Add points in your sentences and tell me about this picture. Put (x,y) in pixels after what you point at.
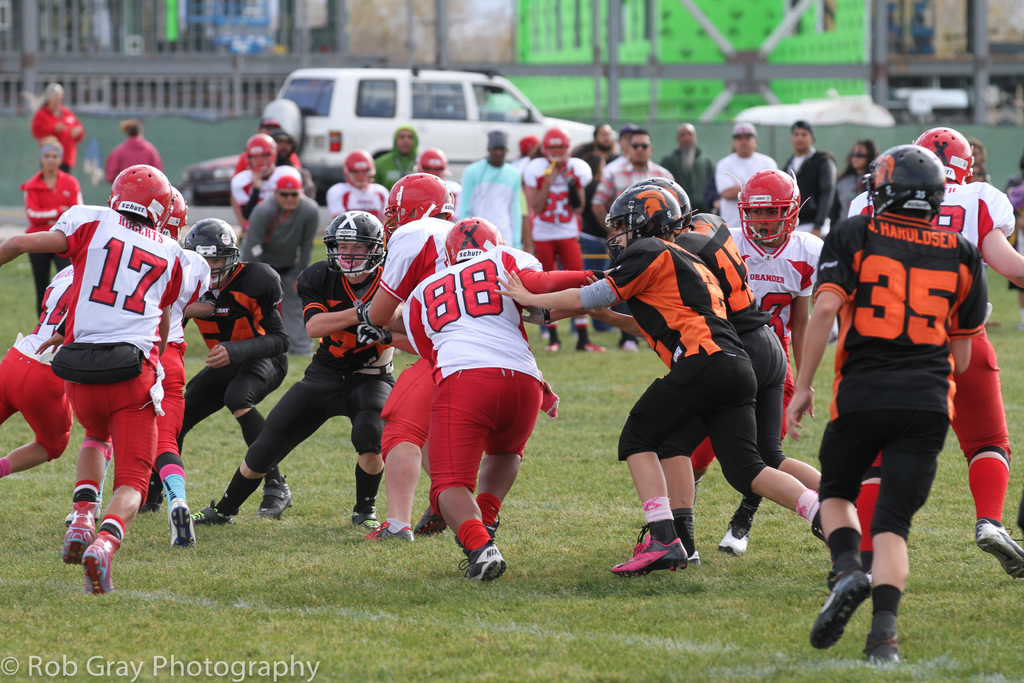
In this image, we can see a group of people (970,406). Few are standing and running on the grass (645,578). At the bottom (274,667), we can see a watermark (118,669) in the image. Background (449,77) we can see vehicles (385,110), railing (231,96), walls (785,50), poles (753,63). Few people (802,288) are wearing helmets (248,159).
